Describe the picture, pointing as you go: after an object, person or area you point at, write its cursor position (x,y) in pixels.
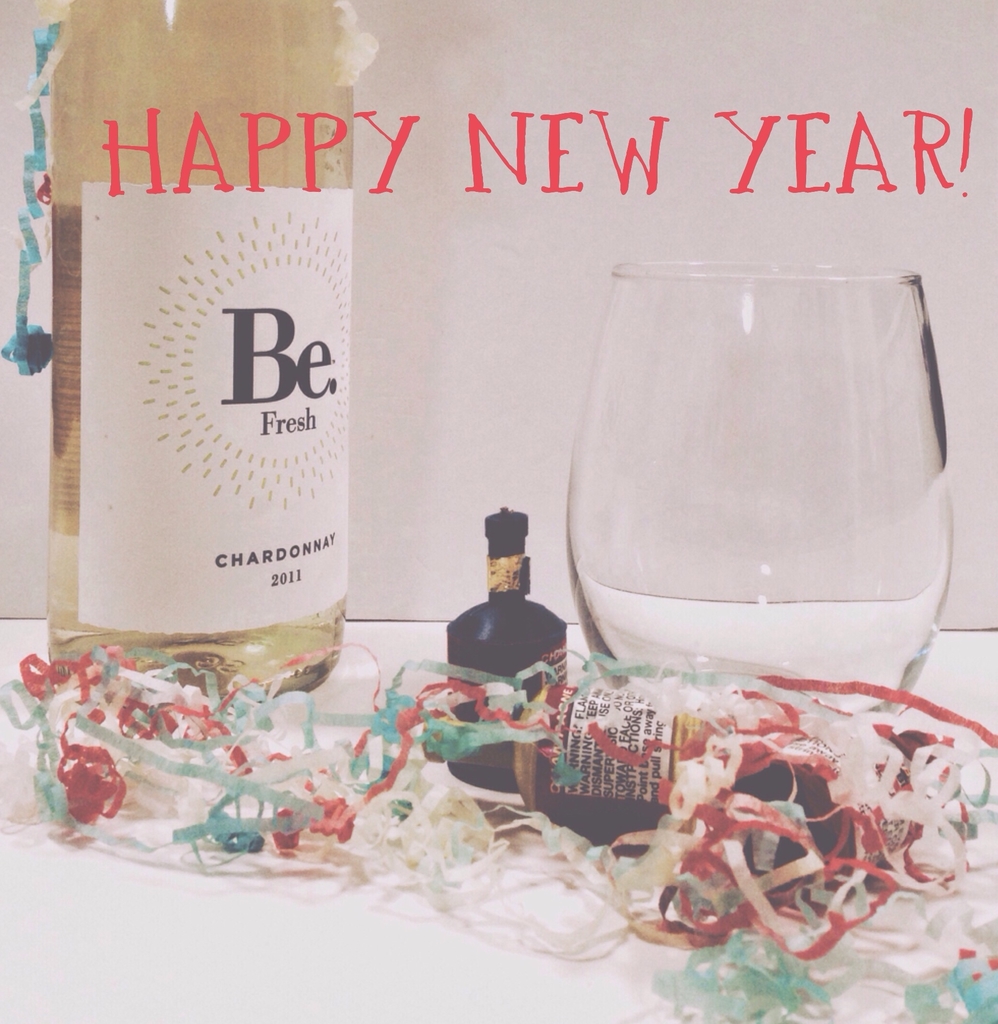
Here in this picture we can see a bottle of wine (318,348) and a glass (849,619) present on a table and there are other decoration things (47,721) present on the table (387,662) and there is Happy New Year written on it
